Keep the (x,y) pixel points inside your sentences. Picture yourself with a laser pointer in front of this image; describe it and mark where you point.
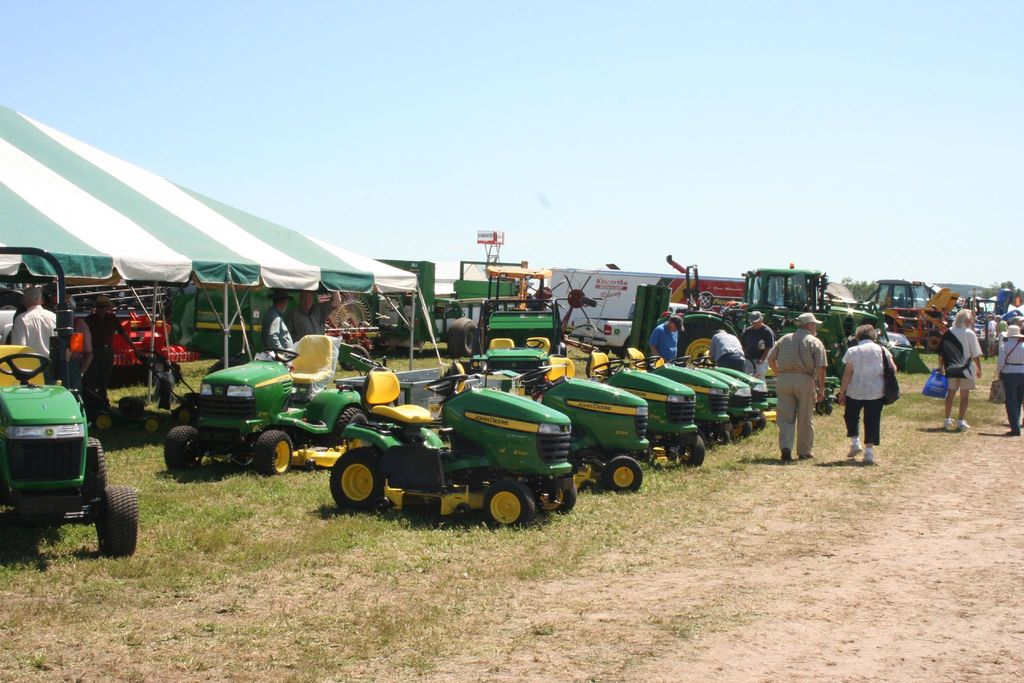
In this image in the center (573,390) there are some vehicles (472,360) and some persons (765,370) are walking and also there are some tents (63,263). At the bottom (182,582) there is grass (103,576) and sand (892,552) and at the top of the image (434,146) there is sky (513,173), and in the center (410,327) there are some poles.
